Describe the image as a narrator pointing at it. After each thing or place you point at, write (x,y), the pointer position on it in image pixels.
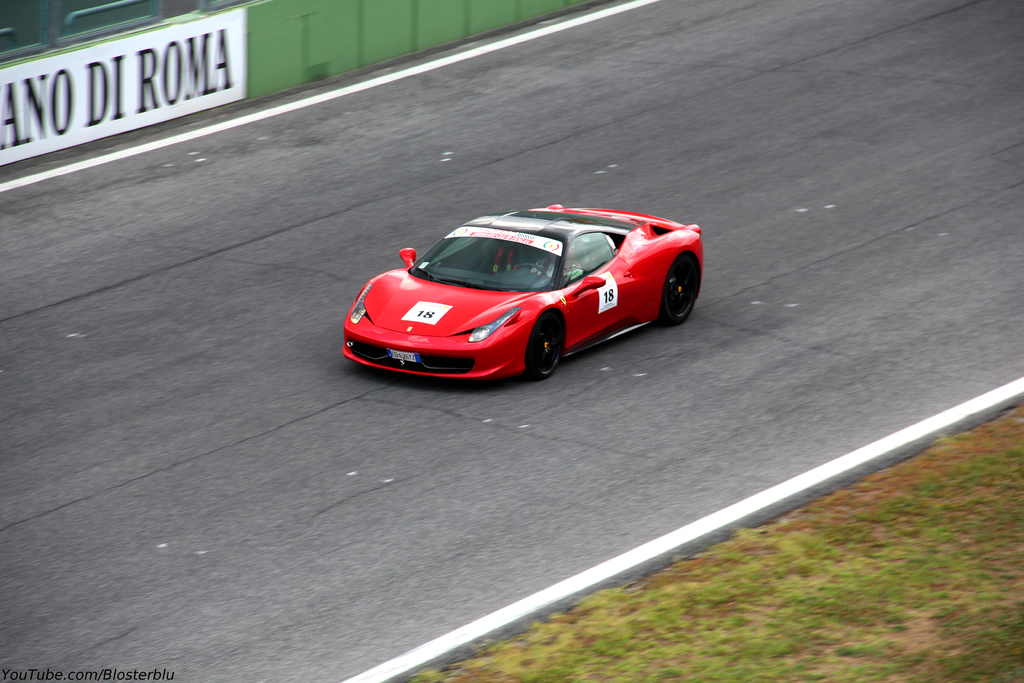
In this picture we can see a person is sitting in a sports car (503,284) and the car (437,313) is on the road (483,381). Behind the car (442,311) there is a board (157,108) and on the right side of the car (497,267) there is the grass (672,592).
